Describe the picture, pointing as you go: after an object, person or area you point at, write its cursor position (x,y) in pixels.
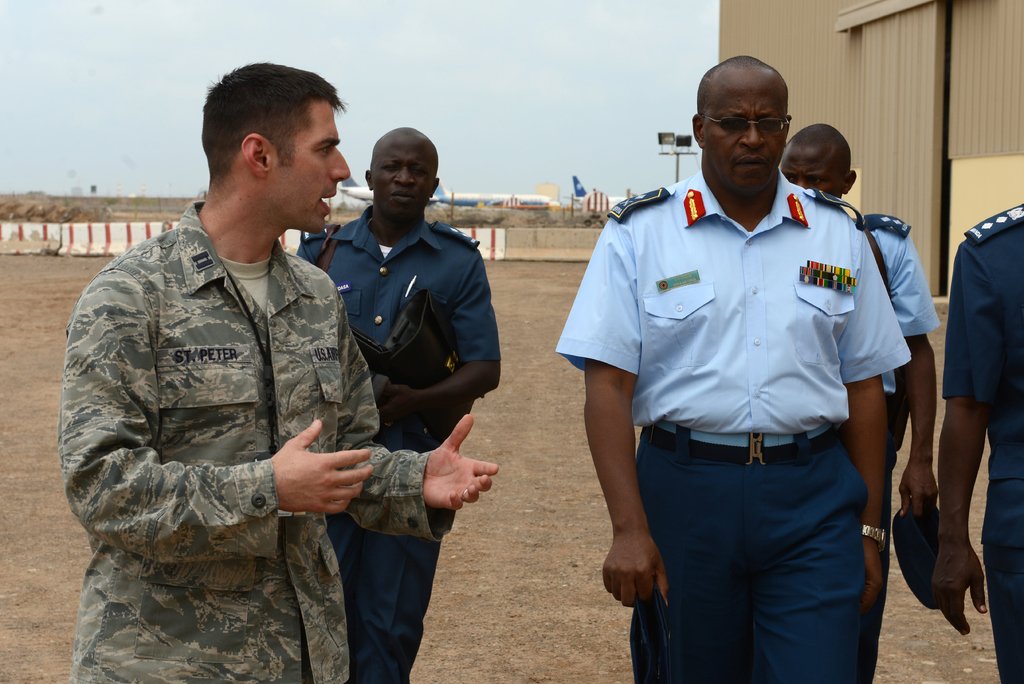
In this picture there is a man (145,495) wearing green military coat (190,593) and talking to the person (678,342). Beside there is a man (776,551) wearing blue color shirt (759,310) and pant (740,494). Behind there is a brown wall (910,156) and a white color plane (503,199) is parked on the runway (361,209).
